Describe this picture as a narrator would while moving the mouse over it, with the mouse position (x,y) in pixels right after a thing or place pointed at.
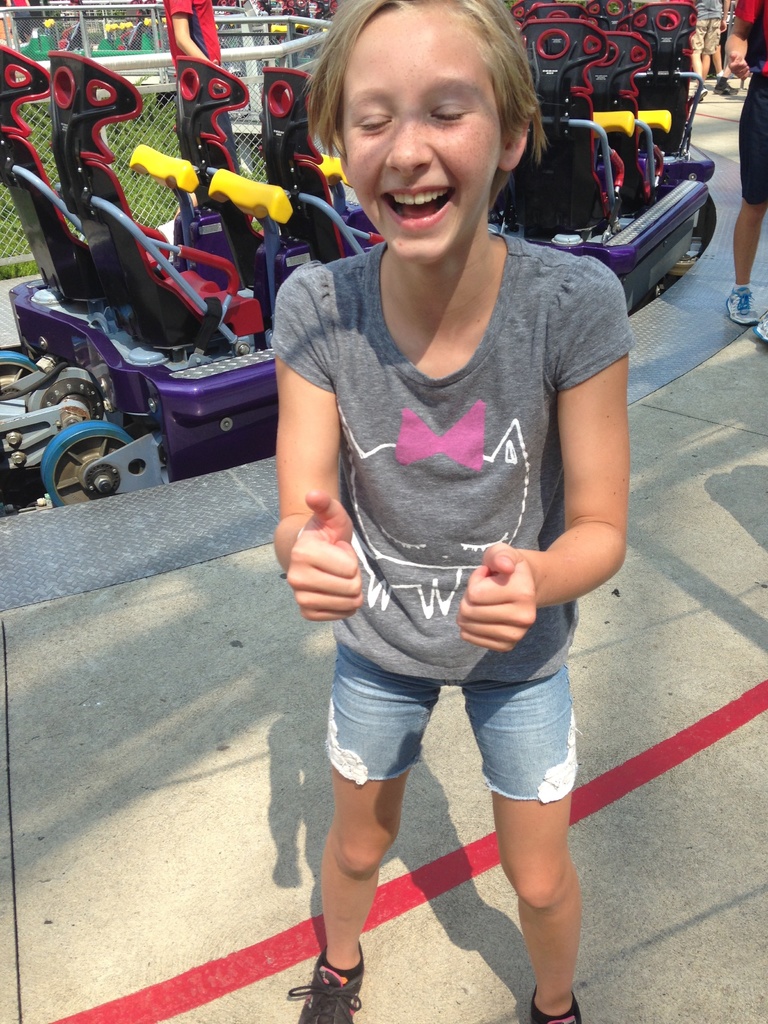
In the center of the image (431,558) we can see a person (510,511) is standing and laughing. In the background of the image (272,373) we can see the fun rides (578,79) and some persons (757,209), mesh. At the bottom of the image (725,899) we can see the floor (651,833).
